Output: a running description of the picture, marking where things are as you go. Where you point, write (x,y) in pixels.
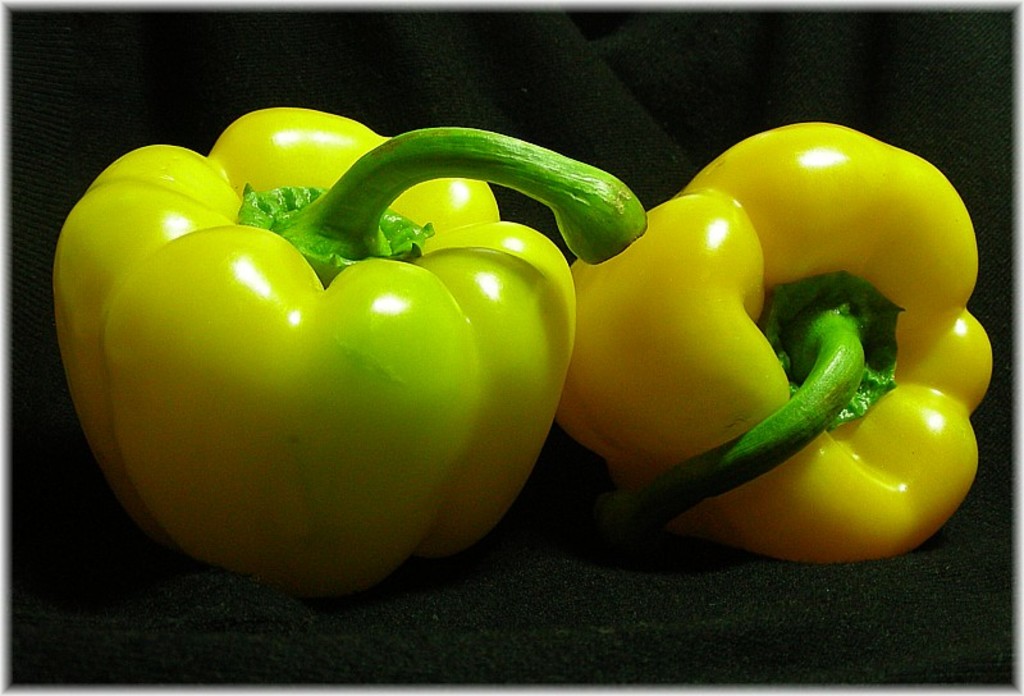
In this image I can see the capsicum (582,363) which are in yellow and green color. These are on the black color surface (473,552).
